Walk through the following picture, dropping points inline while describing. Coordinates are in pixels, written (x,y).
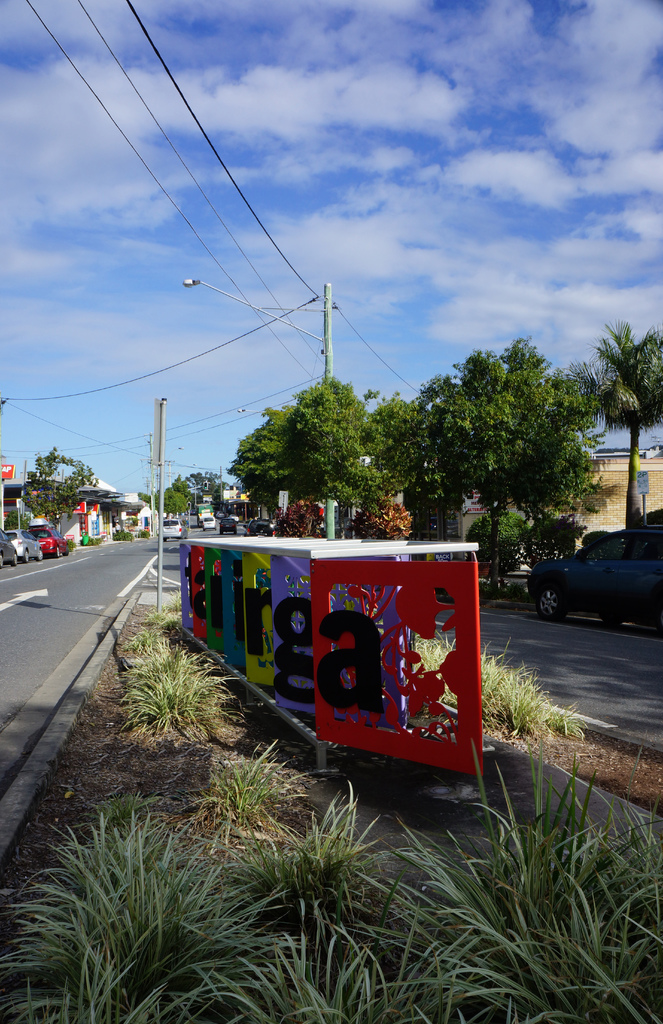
In this image there is a road (567,686), on which there are some vehicles (609,549), poles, power line cables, beside the road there are some trees (539,473), buildings (107,514), at the top (240,147) there is the sky (332,162), in the foreground (315,876) there is grass (320,876), boards (346,630), on which there are some letters (301,601).
